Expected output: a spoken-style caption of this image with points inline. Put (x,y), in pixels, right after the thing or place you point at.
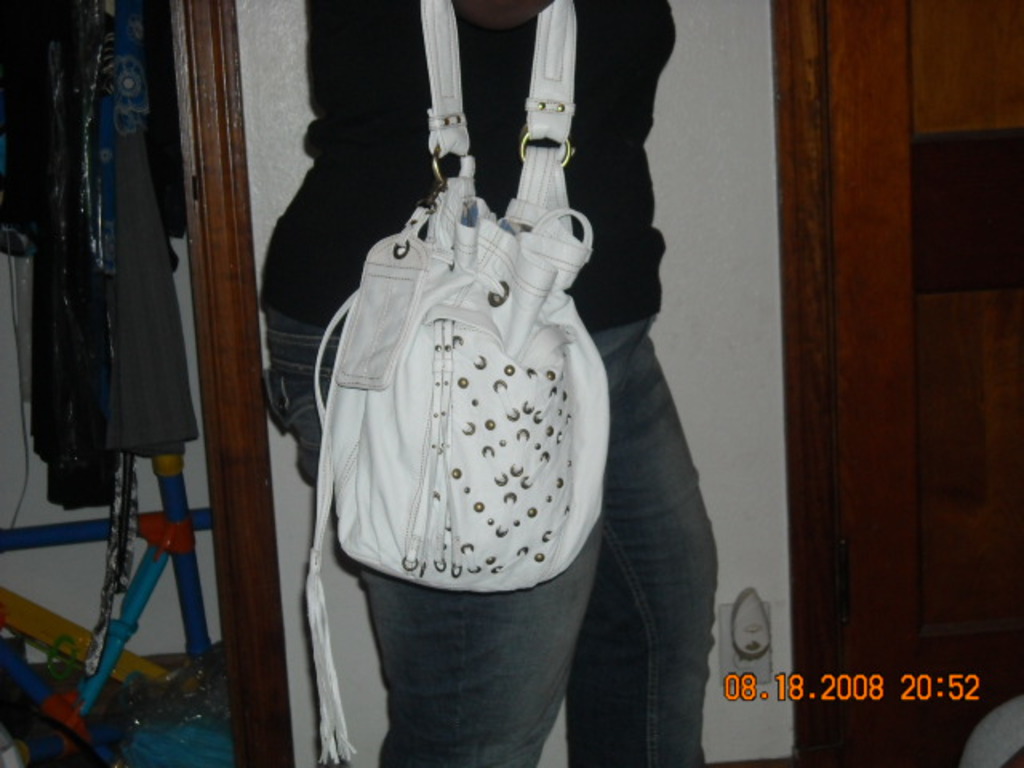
A person (294,226) is standing with a handbag (407,248). behind this person (650,193) there is a wall (692,170) on the left (248,337) there is an entrance (231,344).
